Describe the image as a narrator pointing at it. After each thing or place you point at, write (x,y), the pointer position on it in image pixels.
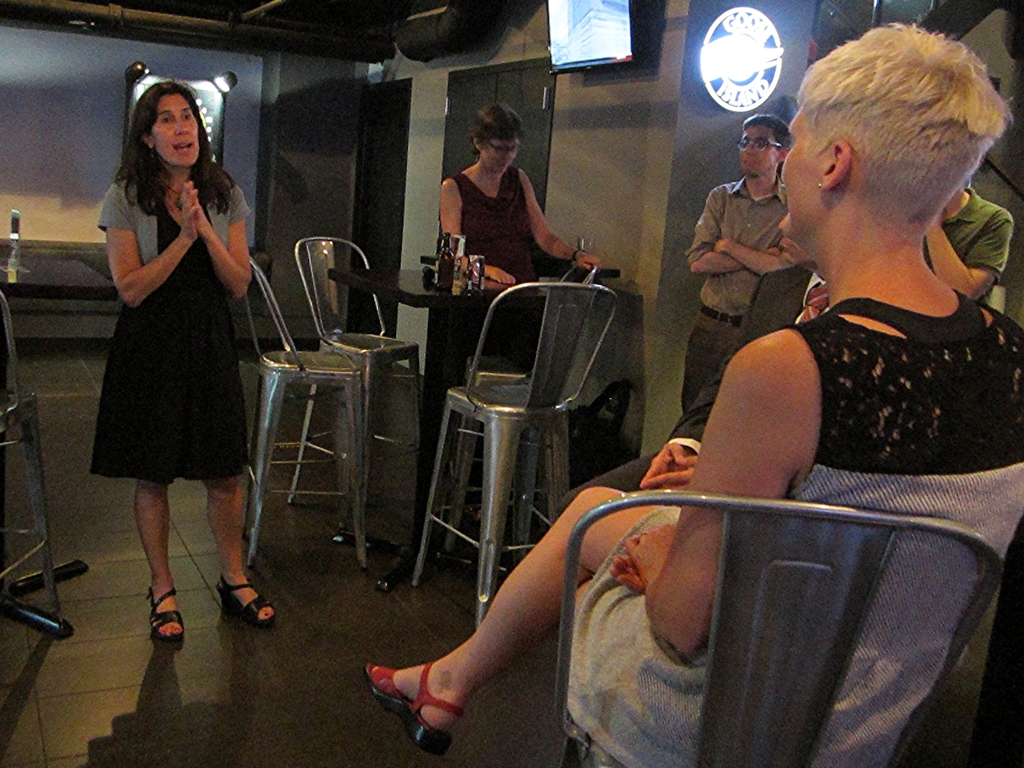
In the foreground of the picture (859,338) there is a woman (848,460) sitting. On the right (751,228) there are three persons (746,239). In the left of the picture (195,305) there is a woman (174,341) standing and speaking. In the center of the picture (504,263) there are chairs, table (369,281), a woman (502,249) and other objects (439,268). At the top (583,27) there are pipes (331,30) and a television (549,45). In the background (475,91) there are doors (405,105) and mirror (194,80). on the left (18,514) there is a chair (51,570).
